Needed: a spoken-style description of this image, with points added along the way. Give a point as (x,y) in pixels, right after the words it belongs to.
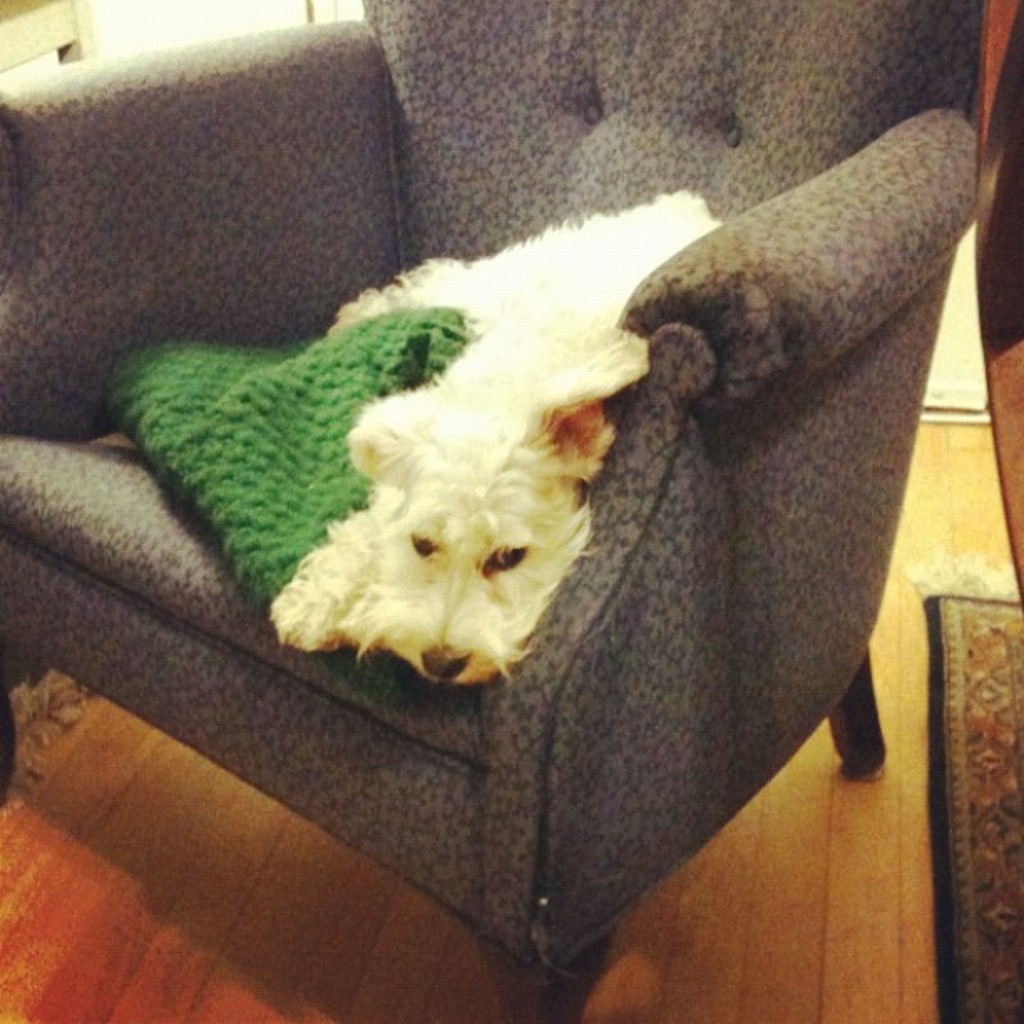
In this picture we can see a chair (609,49) and on chair (494,215) we have dog (504,521) and cloth (266,371) beside it and on right side (1015,663) we can see door mat (936,763).
